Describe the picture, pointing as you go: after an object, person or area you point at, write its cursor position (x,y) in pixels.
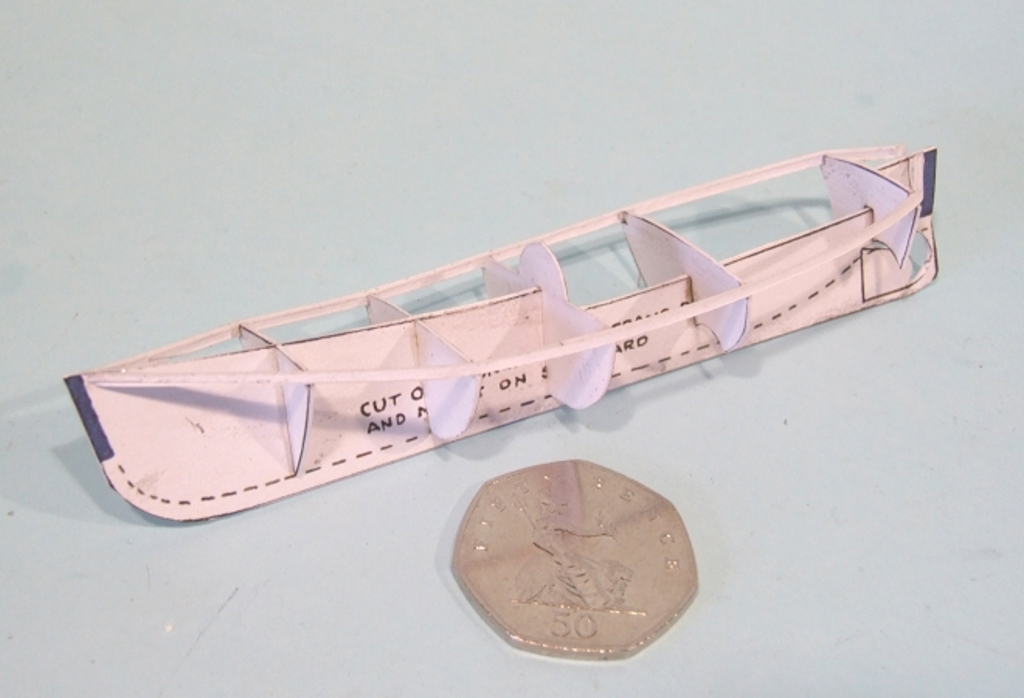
In the foreground of this image (594,585), there is a coin (577,585) and a card board object (493,355) on the pale blue surface (248,620).
